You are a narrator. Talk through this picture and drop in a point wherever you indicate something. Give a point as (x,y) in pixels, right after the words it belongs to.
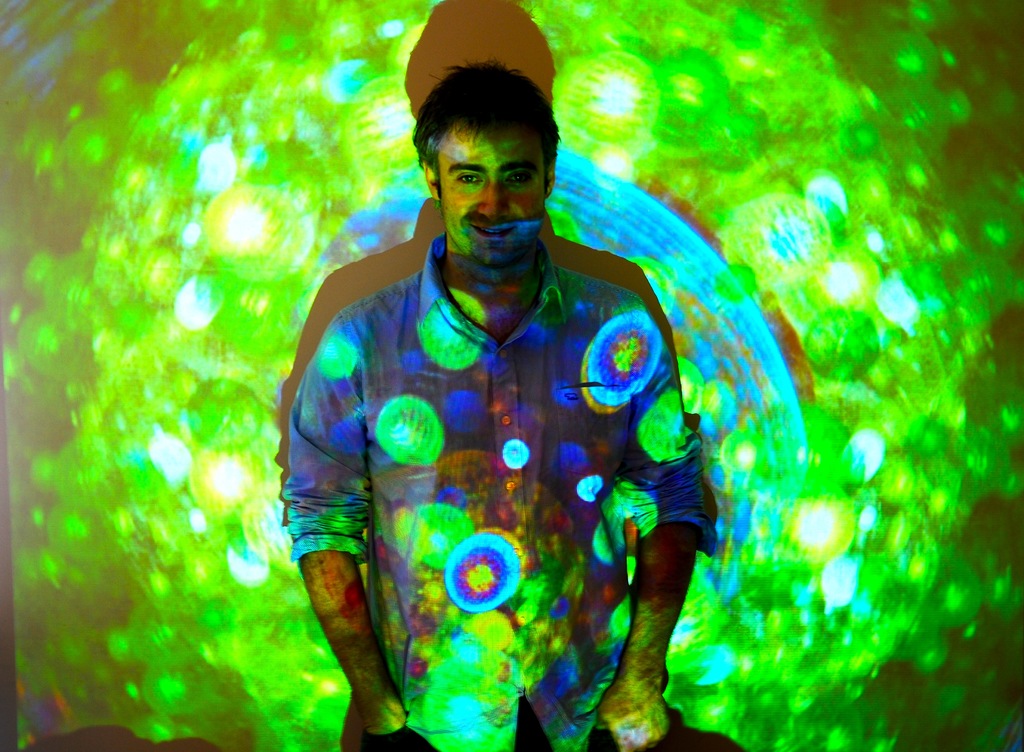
In this image I can see a person (492,401) standing and wearing blue color dress (356,345). I can see a colorful lighting (327,354).
